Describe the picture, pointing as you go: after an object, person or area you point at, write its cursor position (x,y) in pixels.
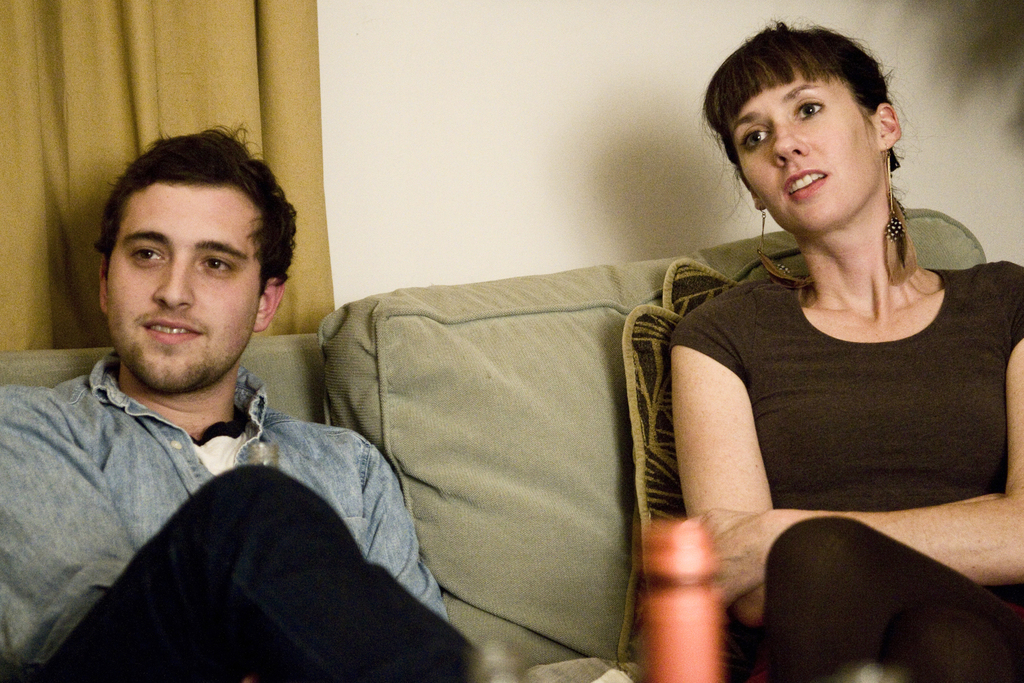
In this image, I can see the man (208,451) and woman (845,591) sitting on the couch (596,556). I think this is a cushion (649,349). In the background (235,36), that looks like a curtain (128,134) hanging. Here is a wall (395,75), which is white in color. At the bottom of the image (674,680), I can see an object (704,615), which is slightly blurred.
